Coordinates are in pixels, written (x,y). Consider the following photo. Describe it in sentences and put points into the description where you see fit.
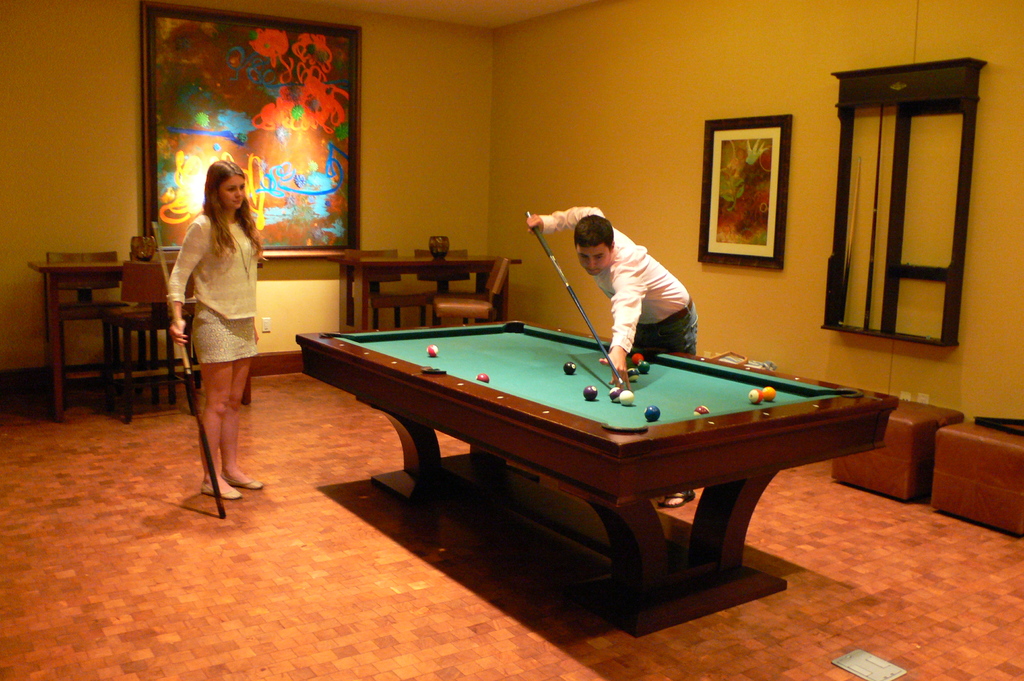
There are two persons (659,343) in this image at the right side of the image (687,335) there is a person (639,302) wearing white color dress (633,290) playing snookers and at the left side of the image (204,272) there is a person (222,277) who wearing white color dress (215,290) standing and watching snooker stick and at the background of the image (209,86) there are paintings (216,70) which are attached to the wall (397,134).
